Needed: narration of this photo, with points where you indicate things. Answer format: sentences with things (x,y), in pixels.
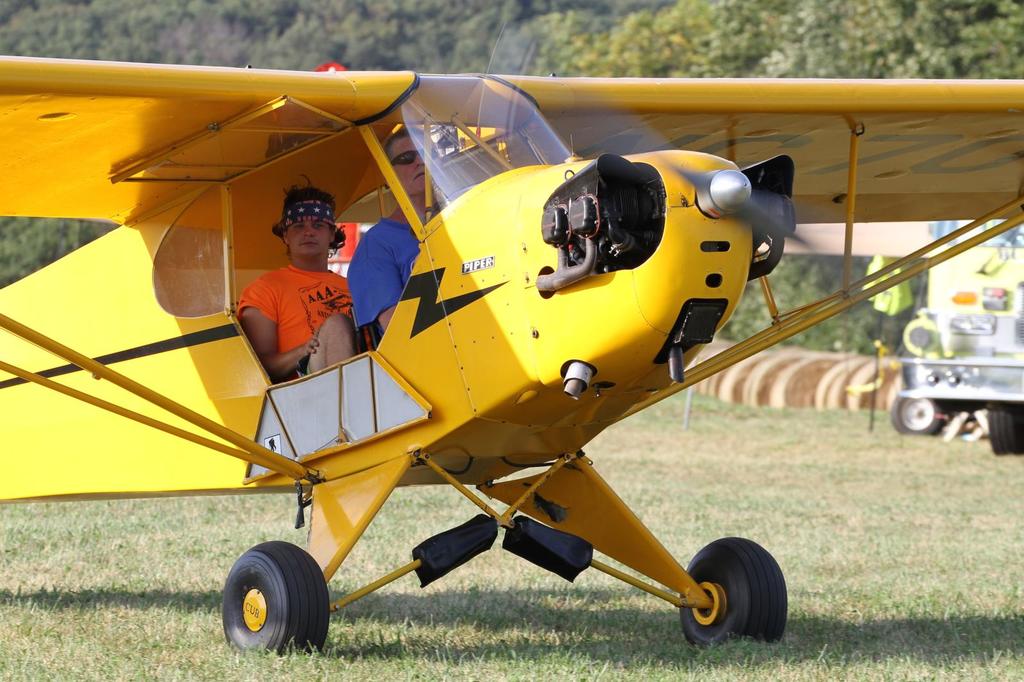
In this picture we can see two people (353,332) sitting inside an aircraft (271,437). Some grass (241,522) is visible on the ground (480,587). We can see a vehicle (1023,315) on the right side (1008,240). Some trees (153,49) are visible in the background (526,52).
